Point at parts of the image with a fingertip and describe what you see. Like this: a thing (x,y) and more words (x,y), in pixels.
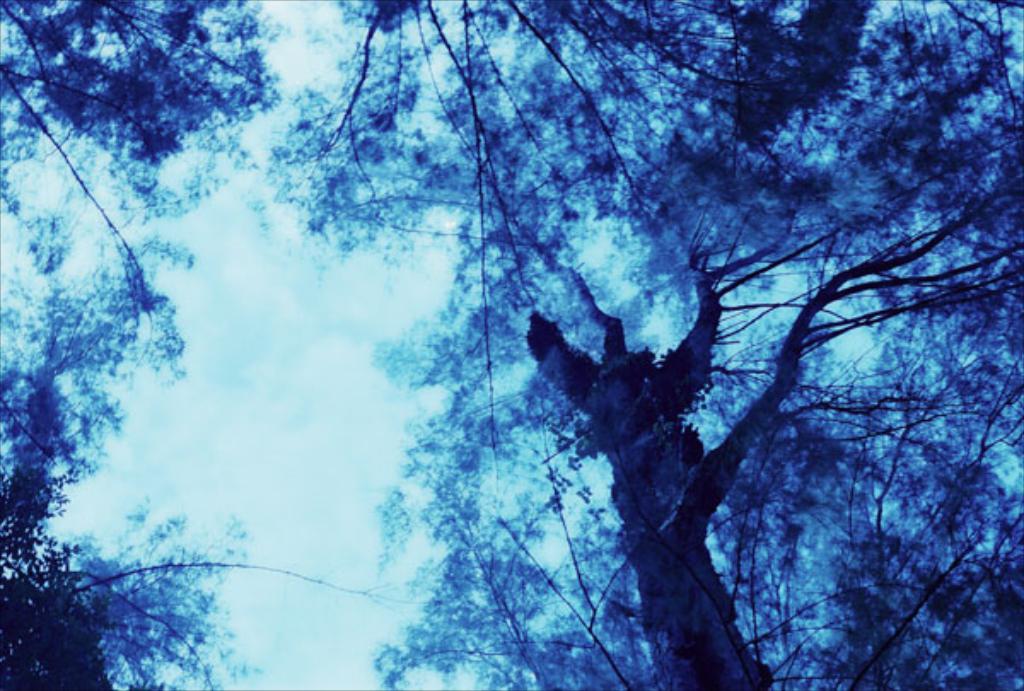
In this picture, we can see some trees (528,272). In the background (54,205), we can see a sky (315,286).
